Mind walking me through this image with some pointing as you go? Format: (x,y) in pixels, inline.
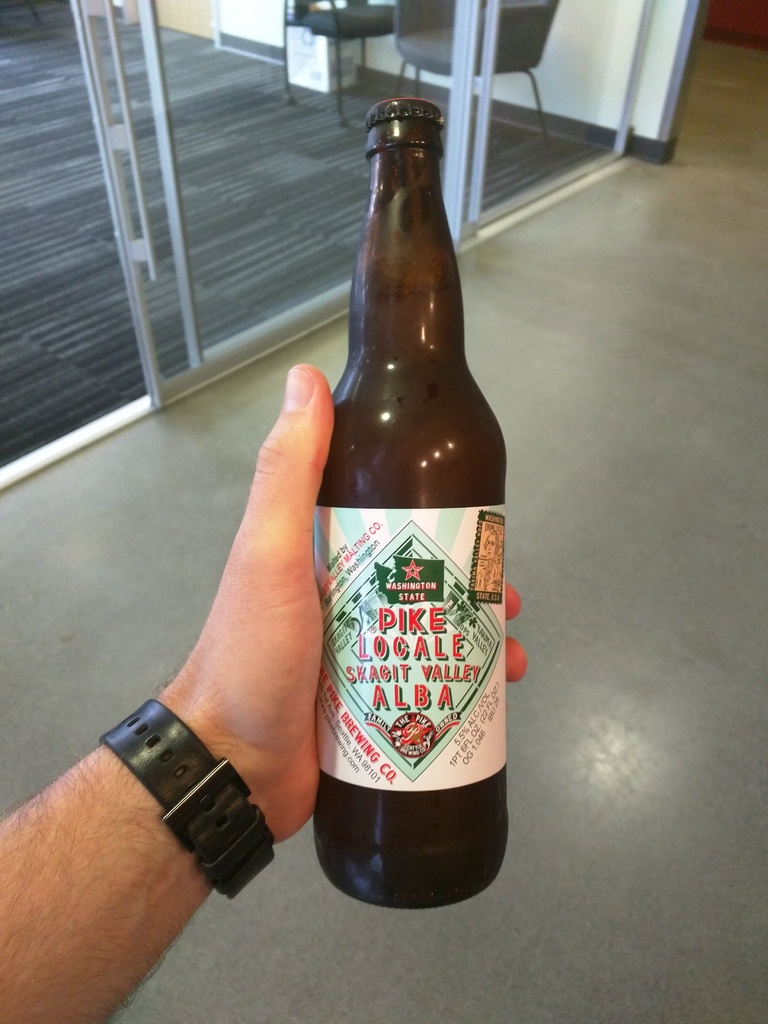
This image consists of a bottle (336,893). It is in brown color. A person (294,629) is holding that. There is a door (244,155) at the top (491,55). There is a chair (520,42) at the top (513,29).
